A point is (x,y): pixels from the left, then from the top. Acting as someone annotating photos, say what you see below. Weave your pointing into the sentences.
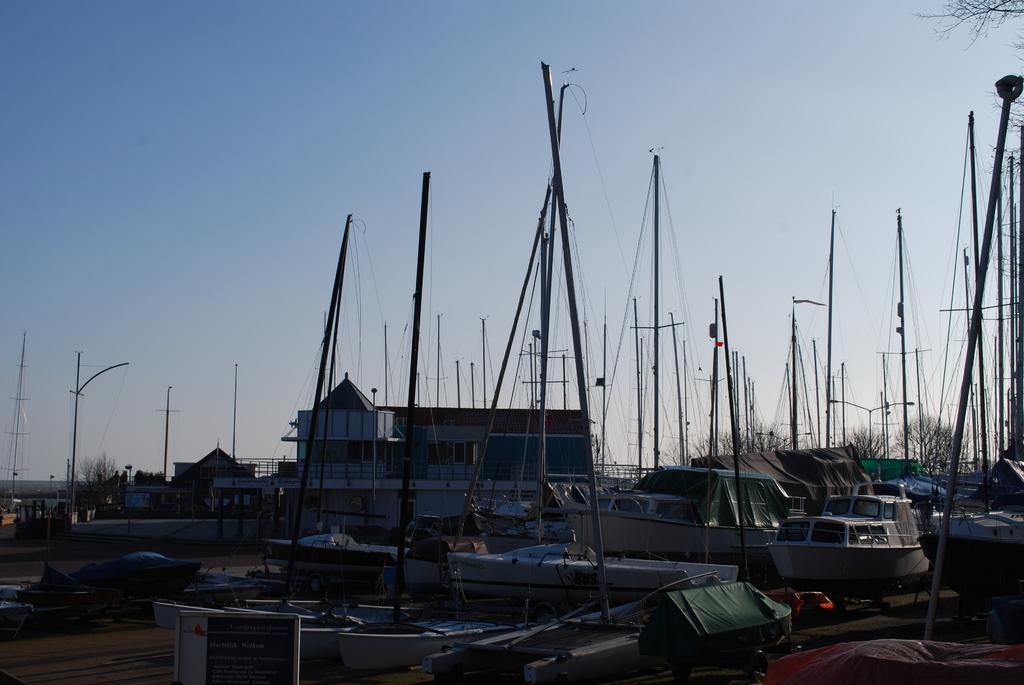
In this image I can see many boats (671,578) and the house (438,482). In the background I can see the trees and the sky (896,436).
